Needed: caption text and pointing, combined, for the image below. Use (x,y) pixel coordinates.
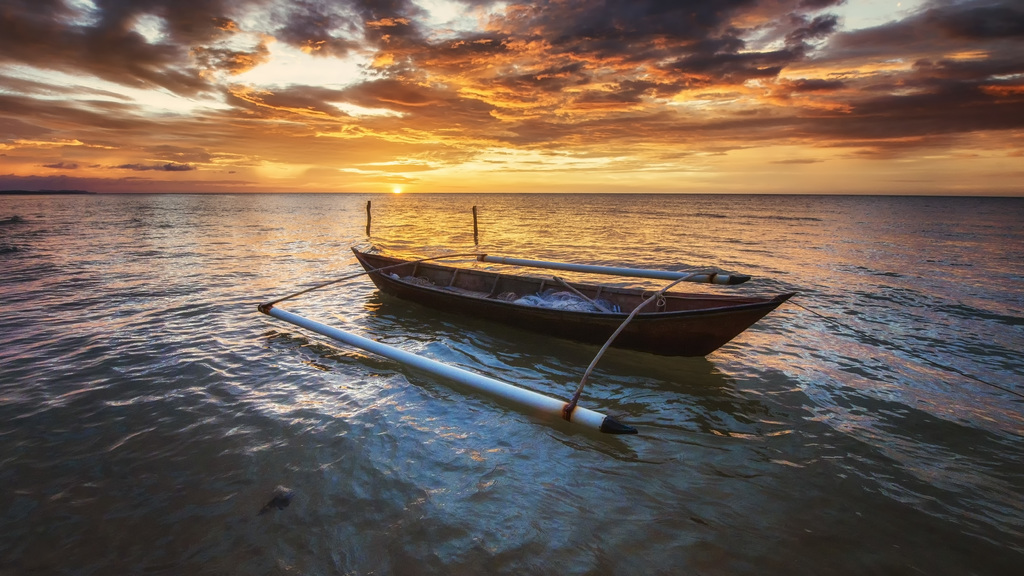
In this image we can see a boat (603,333) on the water (774,419). In the background (264,143) there is sky (658,121) with clouds (857,137).
